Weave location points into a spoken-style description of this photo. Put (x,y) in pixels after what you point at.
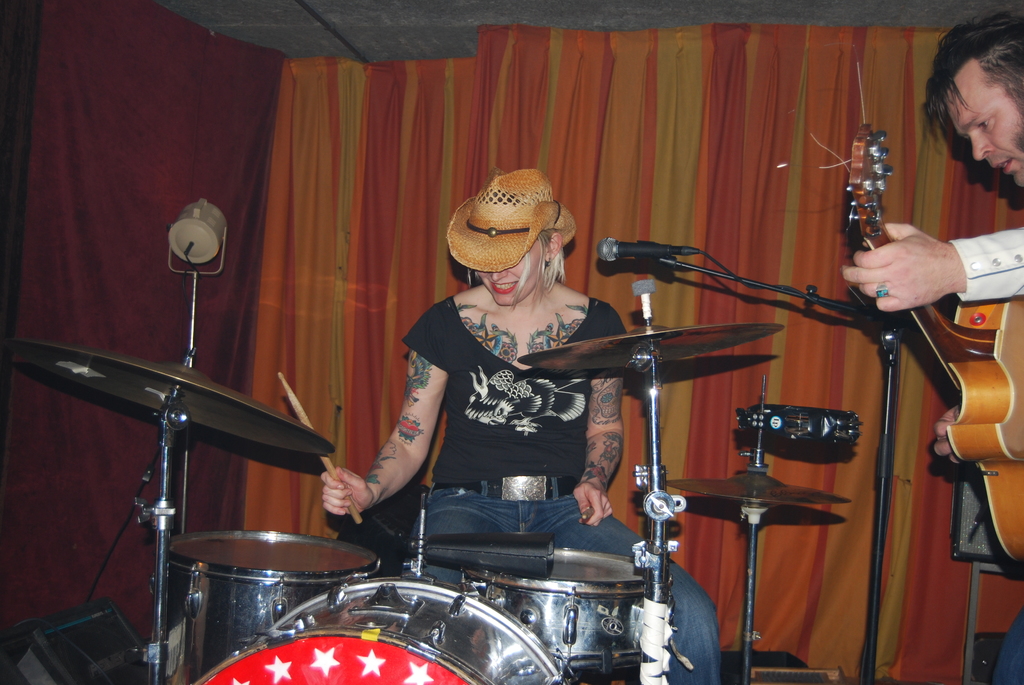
As we can see in the image there are curtains (237,224) and two people (557,334) over here. This women (536,374) is playing musical drums (514,540) and the man (1006,283) on the right side (972,395) is holding guitar (983,352).
